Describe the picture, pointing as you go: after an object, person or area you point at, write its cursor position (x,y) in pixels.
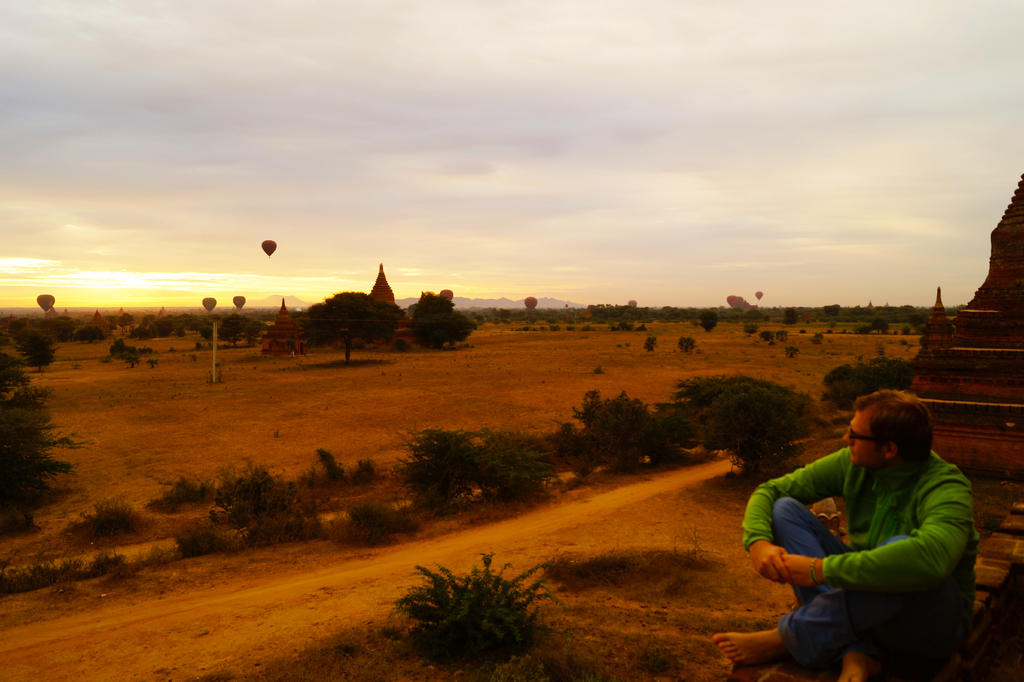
On the right side of the image (871,552) we can see a man (881,565) sitting on the ground (648,611). In the center (643,431) there are bushes (447,431) and trees (393,333). In the background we can see hot balloons (243,303) in the sky (551,297).
